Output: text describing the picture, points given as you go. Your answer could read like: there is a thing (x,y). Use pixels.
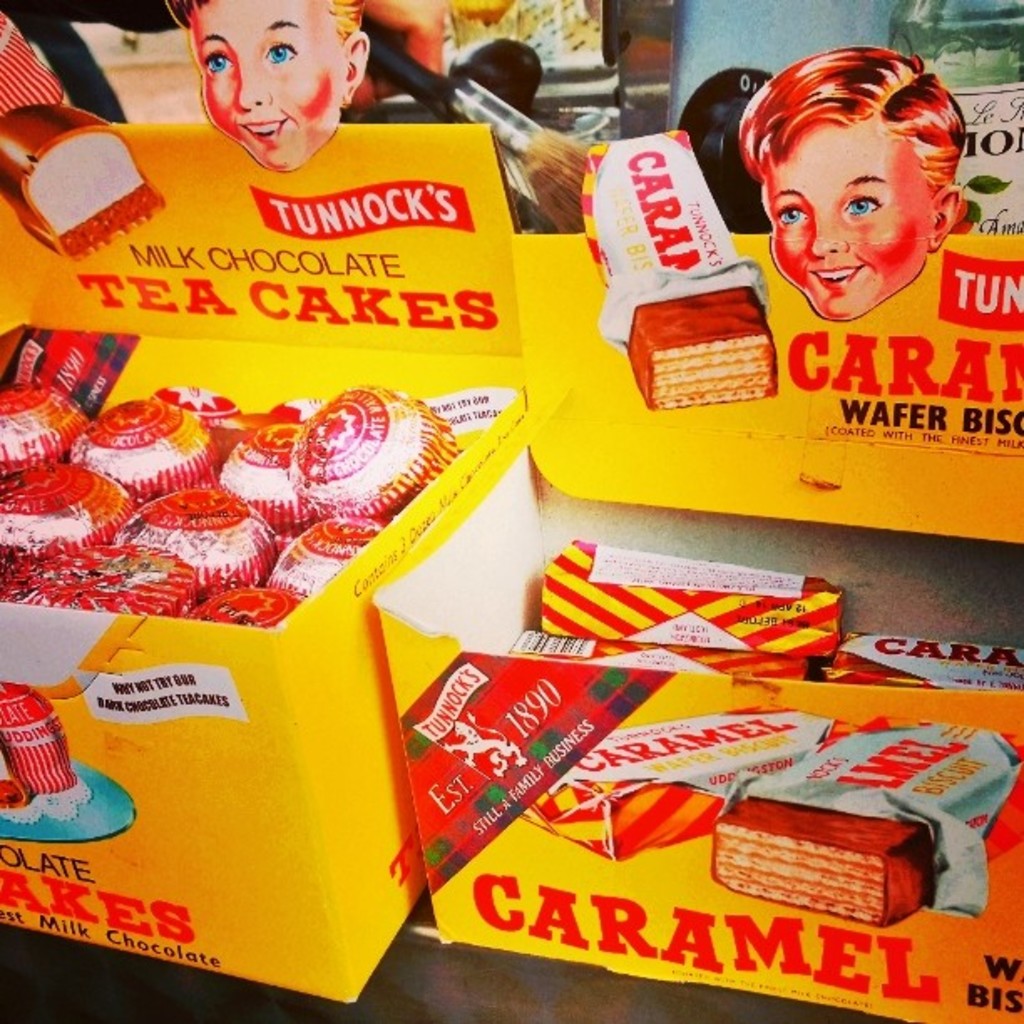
This picture is mainly highlighted with the tea cakes (200,511), wafer biscuits (890,670) and the boxes (886,714).
